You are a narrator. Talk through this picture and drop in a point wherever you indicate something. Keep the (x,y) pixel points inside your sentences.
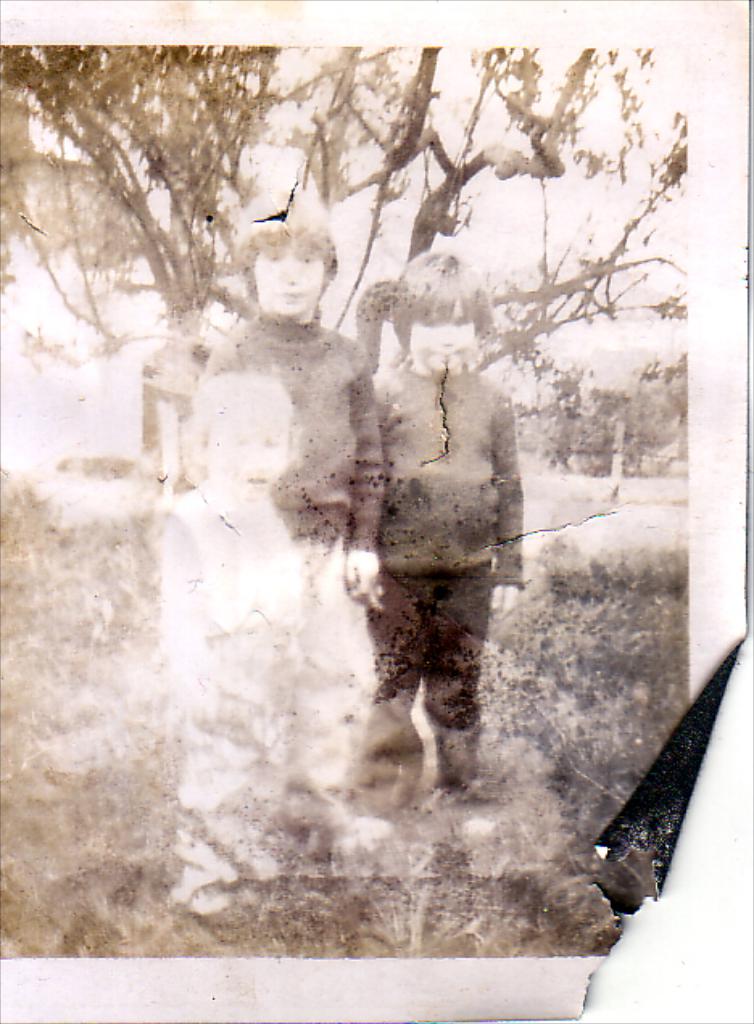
In this image, we can see a photograph (498,789). Here we can see three kids (329,624) are standing. Here there are few plants (76,635). Background (626,403) we can see trees (612,434).
